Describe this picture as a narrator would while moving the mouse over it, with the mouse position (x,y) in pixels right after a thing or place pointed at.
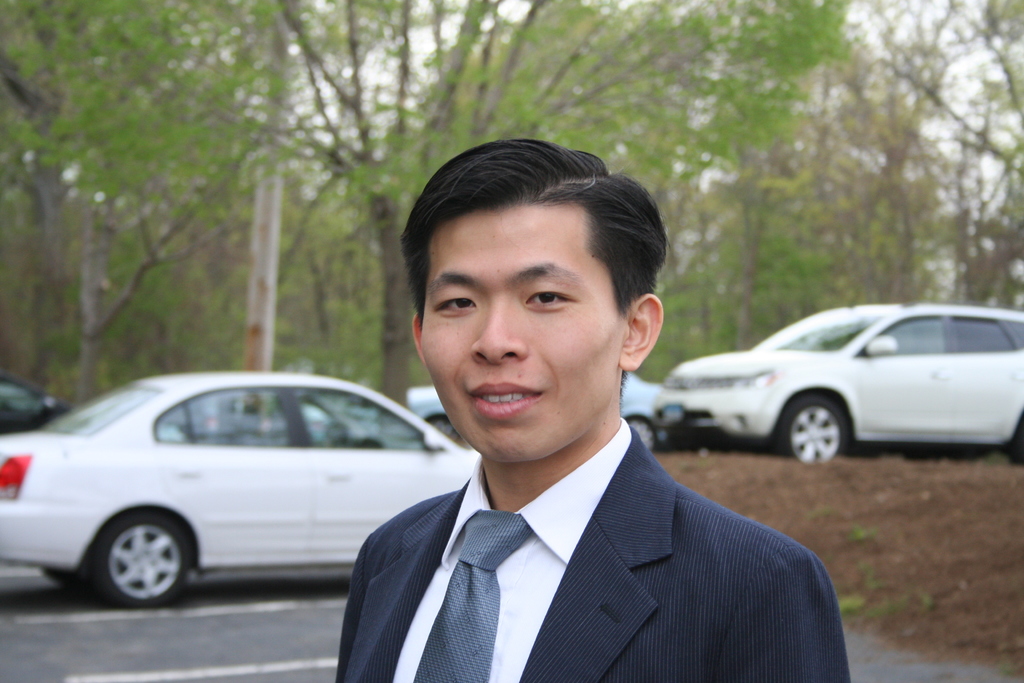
In this image I can see a man (529,470) and I can see he is wearing black blazer (613,588), white shirt (551,588) and tie (456,660). In background (235,550) I can see few cars (434,436) and number of trees (455,129).
